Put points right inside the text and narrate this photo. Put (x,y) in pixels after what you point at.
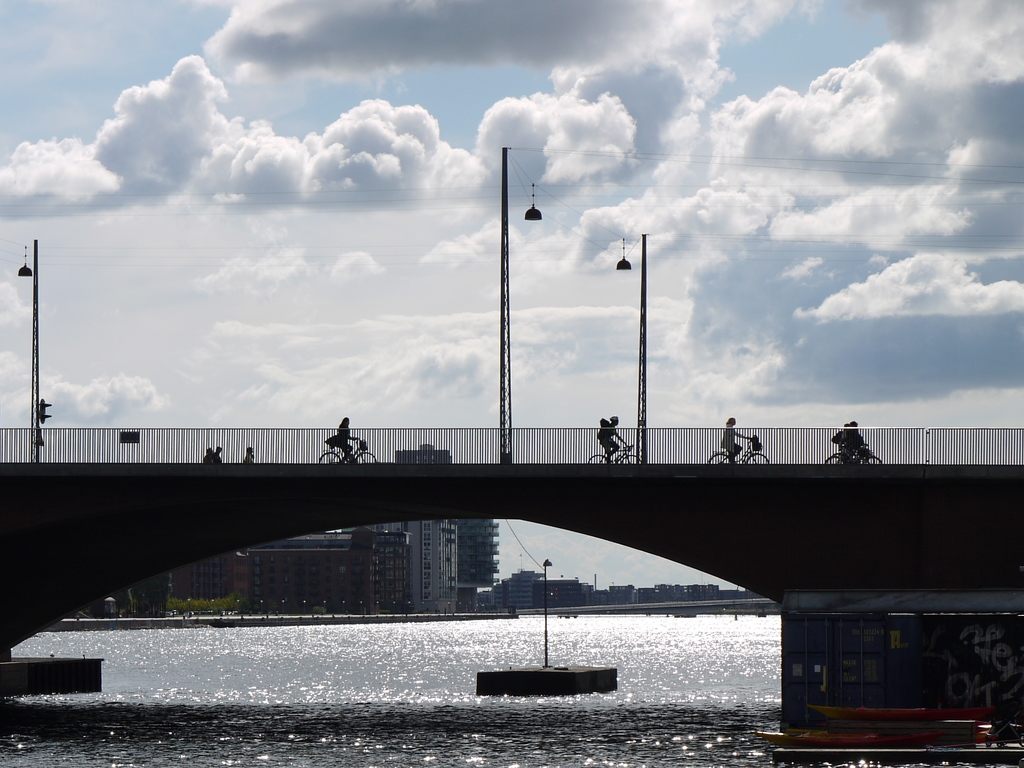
In this image I can see few people (343,429) are riding bicycles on the bridge (817,540). I can see few poles (645,412), wires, buildings (384,608), plants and the water (472,703). The sky (551,192) is in blue and white color. I can see the pole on the water surface (381,761).
